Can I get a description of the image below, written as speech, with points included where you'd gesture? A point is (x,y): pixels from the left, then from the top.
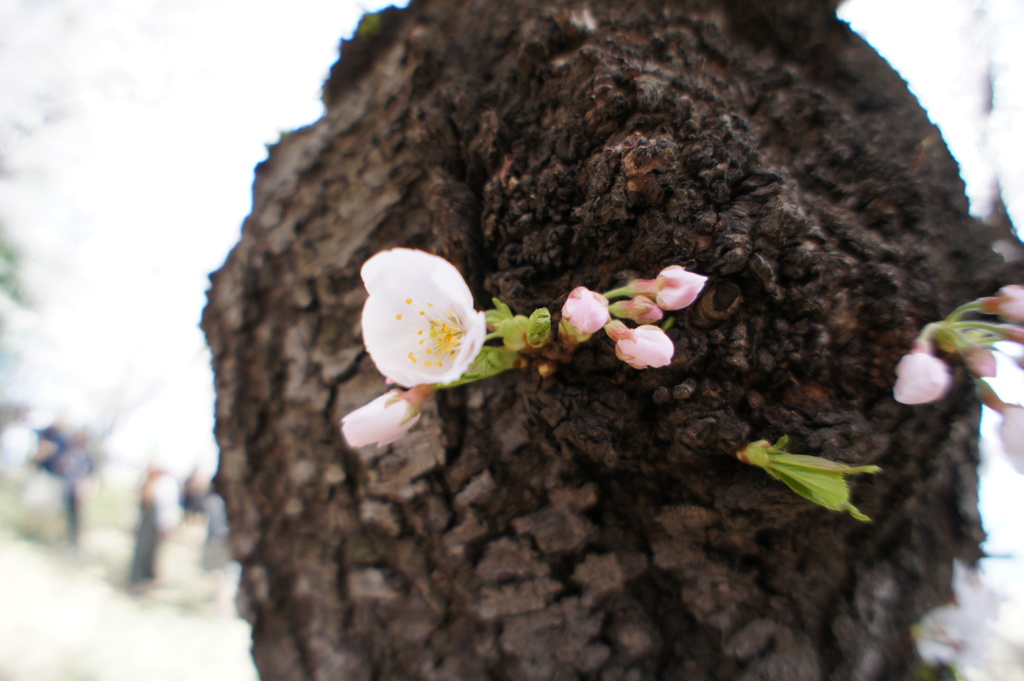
As we can see in the image there is a tree stem (564,266) and flowers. The background (85,596) is blurred.
